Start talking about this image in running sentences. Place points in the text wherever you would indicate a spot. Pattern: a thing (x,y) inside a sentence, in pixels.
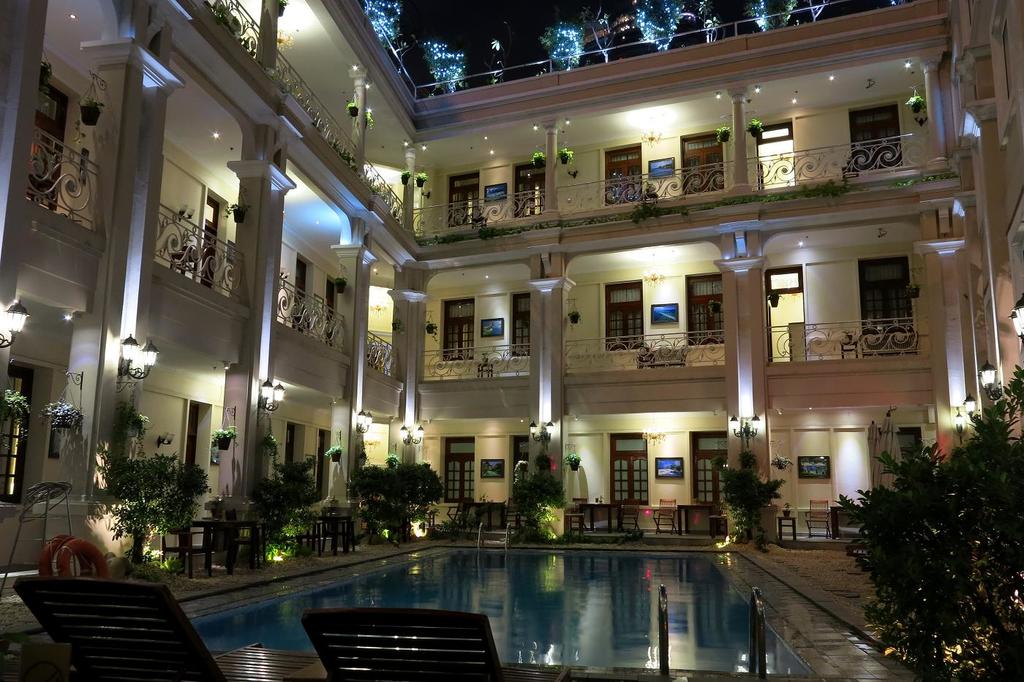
In this picture we can see chairs (304,678), swimming pool (462,580), trees (929,546), house plants (779,466), tables (345,524), swim tubes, frames (807,464) on the wall (434,297), pillars (405,228) and a building (44,345) with windows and some objects (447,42).
